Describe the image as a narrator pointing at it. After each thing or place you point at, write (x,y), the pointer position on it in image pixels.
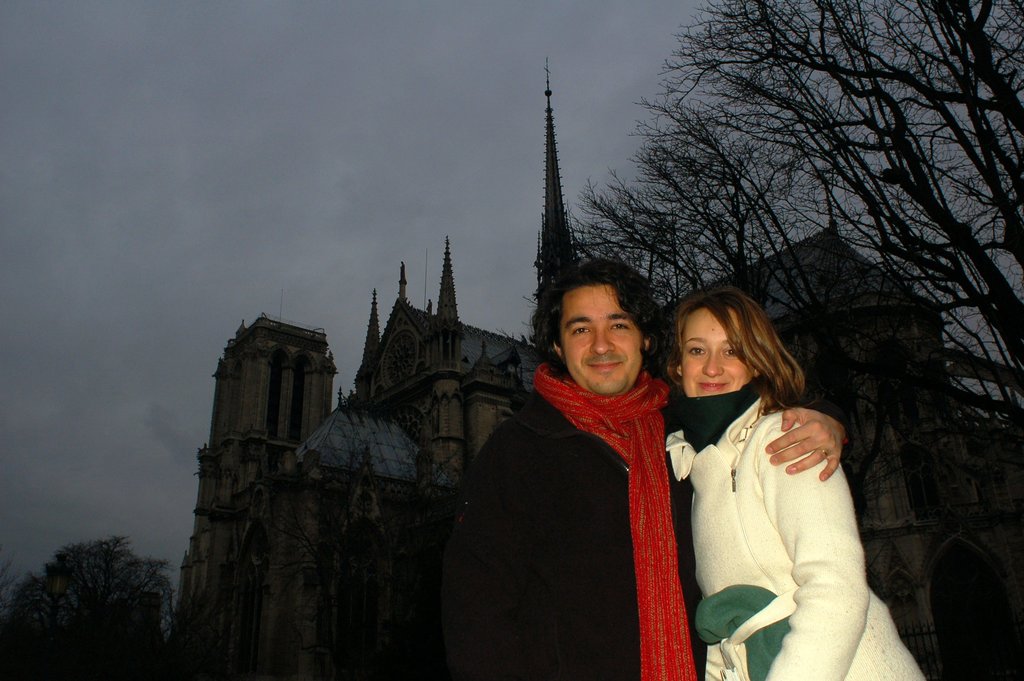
Front these people (719,452) are standing and smiling. Background (352,464) there is a building (409,421) and trees (126,575). Sky (871,163) is cloudy.
